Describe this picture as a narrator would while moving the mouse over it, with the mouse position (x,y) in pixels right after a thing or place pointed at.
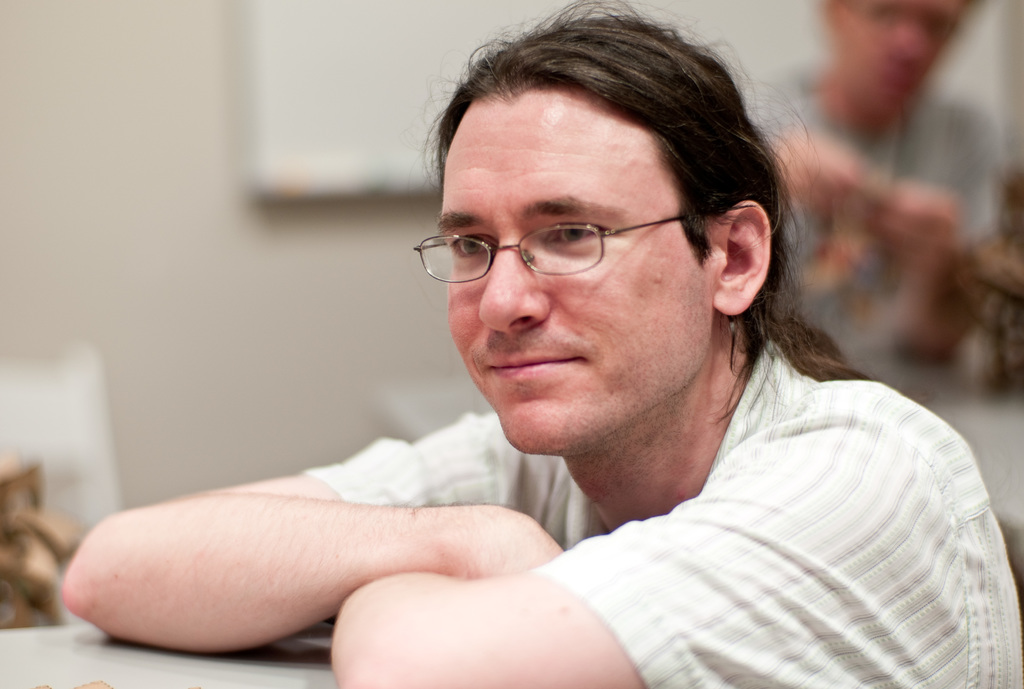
In this image we can see a man (697,480). On the backside (448,341) we can see a wall (322,233) and a person (816,297) sitting.
